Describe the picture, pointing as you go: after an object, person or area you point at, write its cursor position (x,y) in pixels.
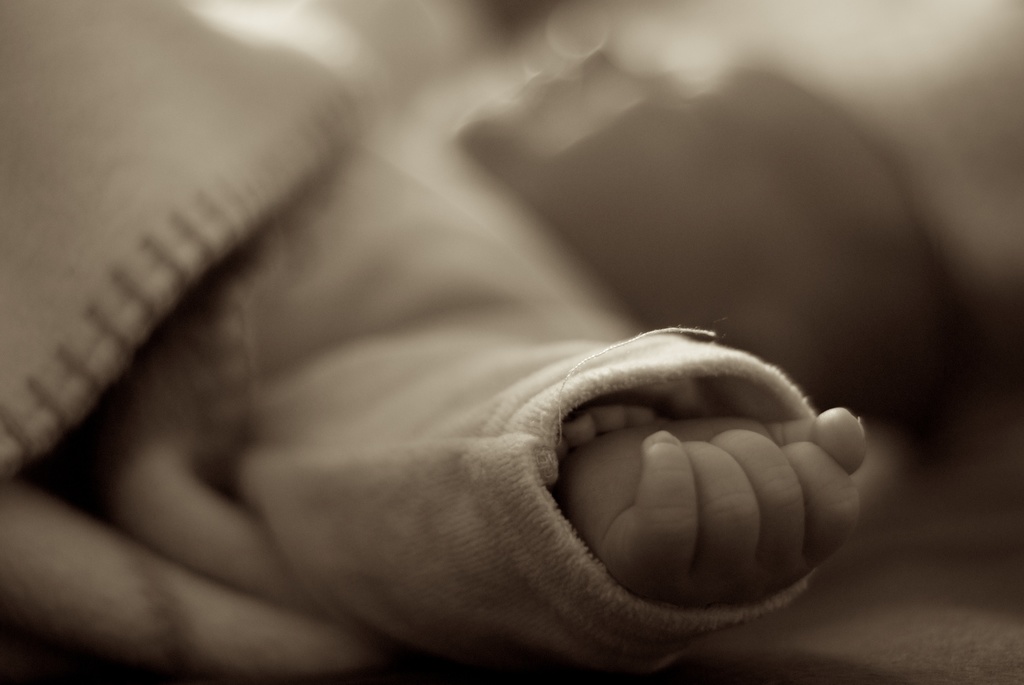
In this picture we can see hand (703,558) of a kid (643,513) and there is a blur background (938,538).
